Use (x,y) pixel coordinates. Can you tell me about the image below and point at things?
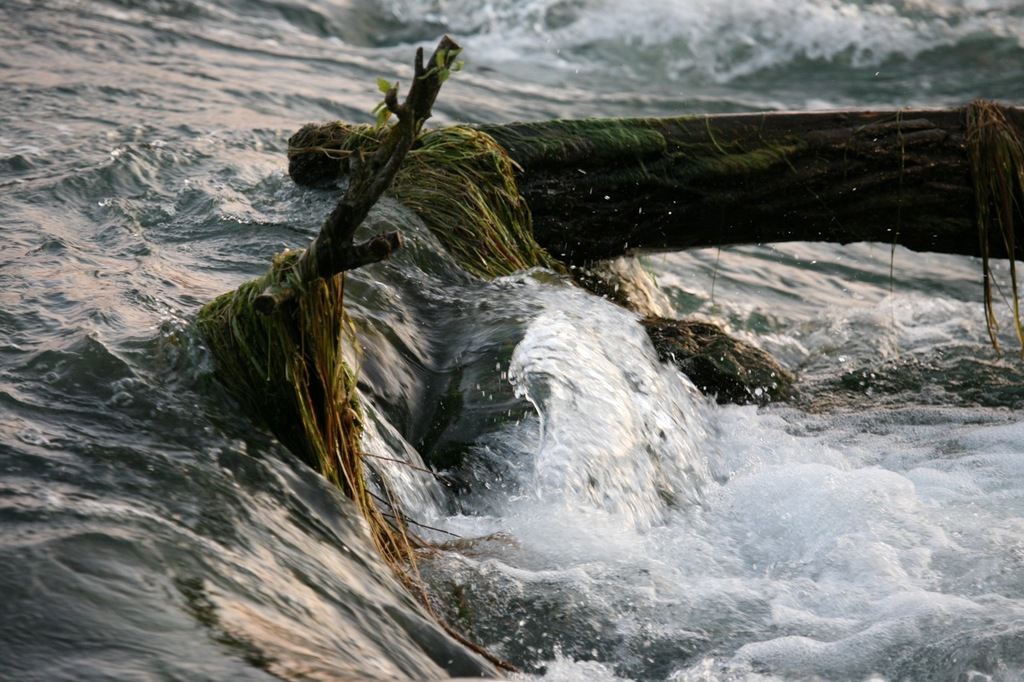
In this picture I can see grass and branches (630,210) in the water (452,443).
